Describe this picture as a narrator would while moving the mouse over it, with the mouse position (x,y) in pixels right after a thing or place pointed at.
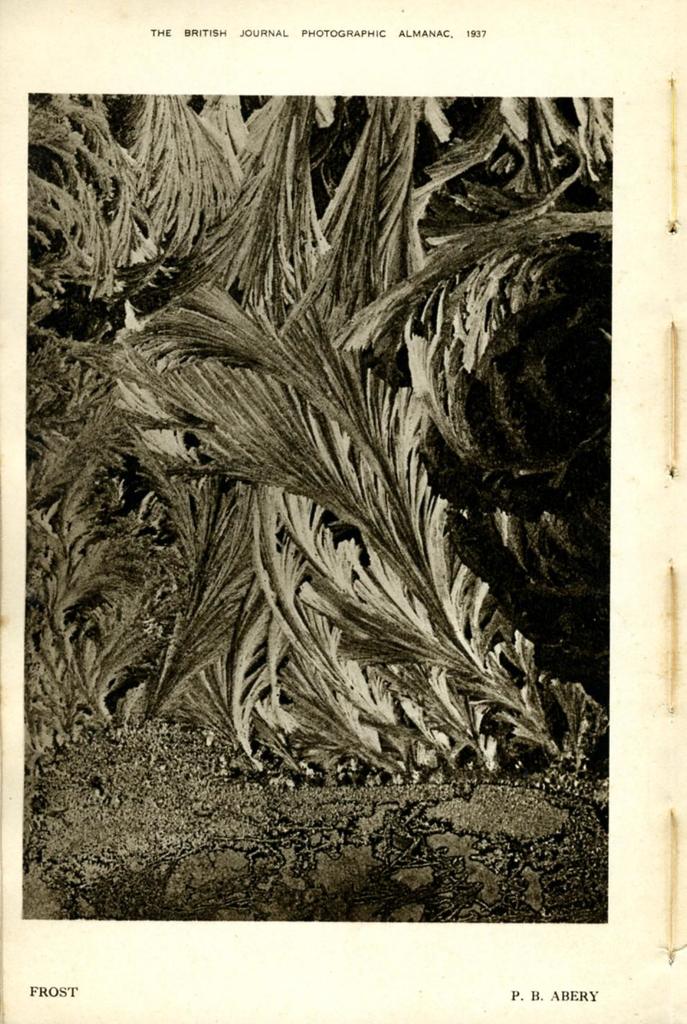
In this image we can see an image of a paper (313,569). In the paper (127,959), we can see frost (438,611). At the top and bottom we can see some text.
